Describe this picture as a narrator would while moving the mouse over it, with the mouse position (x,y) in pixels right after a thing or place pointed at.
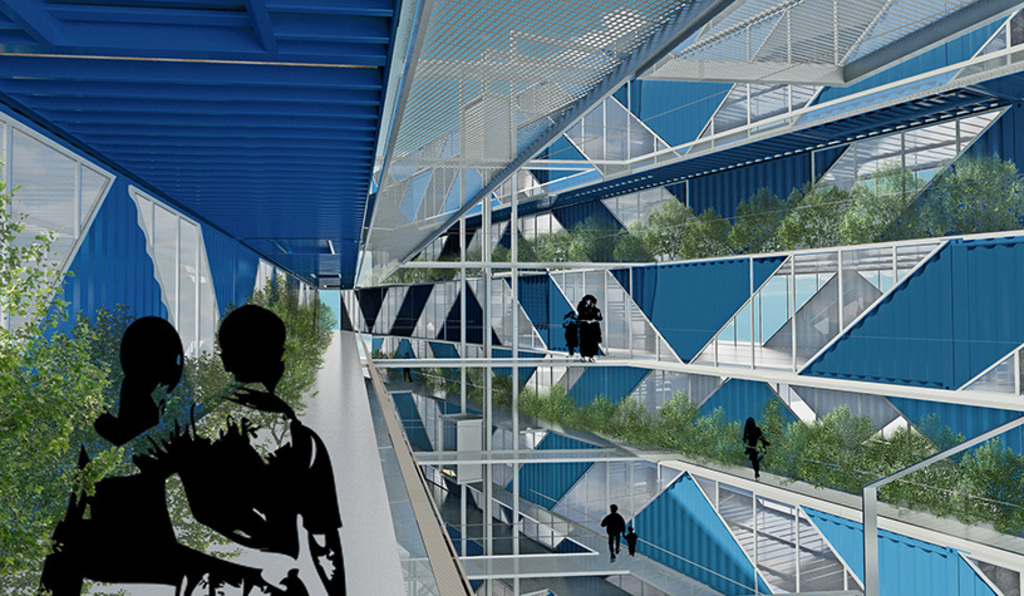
In this picture we can see inside view of a building (398,480), where we can see people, plants (997,176) on the floor (364,577) and in the background (358,273) we can see a roof (341,282).
